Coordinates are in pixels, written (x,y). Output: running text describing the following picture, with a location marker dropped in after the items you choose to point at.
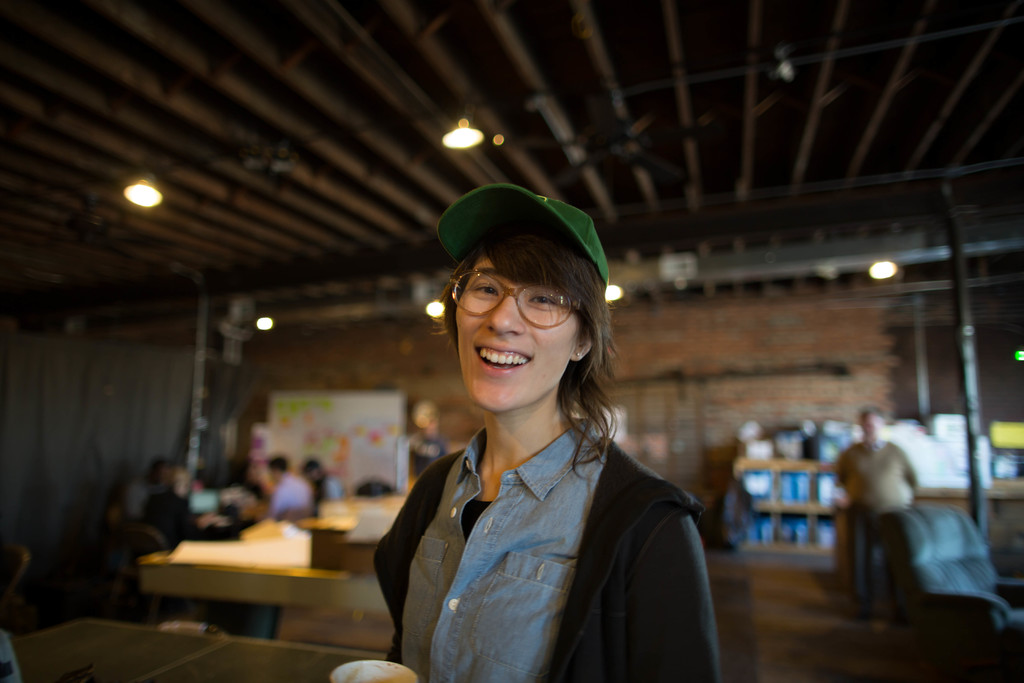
In this image, I can see a person (512,376) standing and smiling. There are group of people (287,479) sitting. Here is a person (859,480) standing. This looks like a chair (922,574). In the background (365,463), I think this is a board (319,456). These are the lights (158,201), which are hanging to the ceiling (530,124). This looks like a pole (979,436). I can see few objects (762,527), which are kept in a rack (797,510). At the bottom of the image (234,666), It looks like a table (167,658).
